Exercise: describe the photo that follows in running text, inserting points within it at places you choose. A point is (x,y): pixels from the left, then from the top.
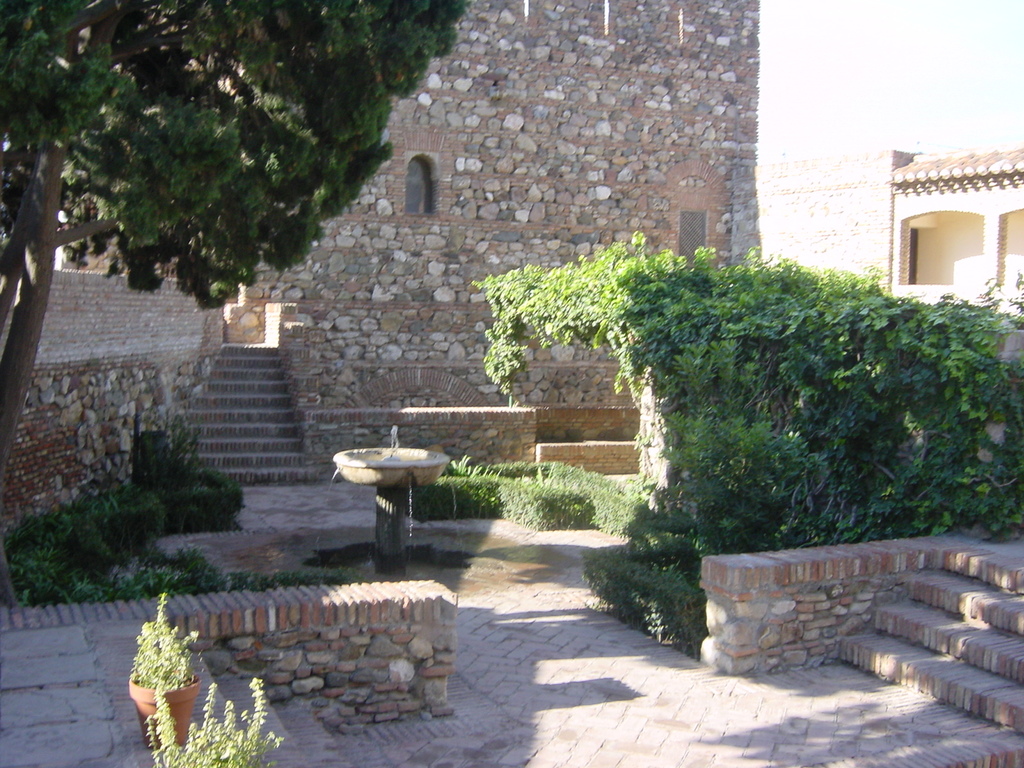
In this picture there are buildings (535,161) in the image and there are stairs (262,382) on the right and left side of the image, there is greenery (19,574) on both sides of the image and there is a fountain (414,449) in the center of the image (397,476).
